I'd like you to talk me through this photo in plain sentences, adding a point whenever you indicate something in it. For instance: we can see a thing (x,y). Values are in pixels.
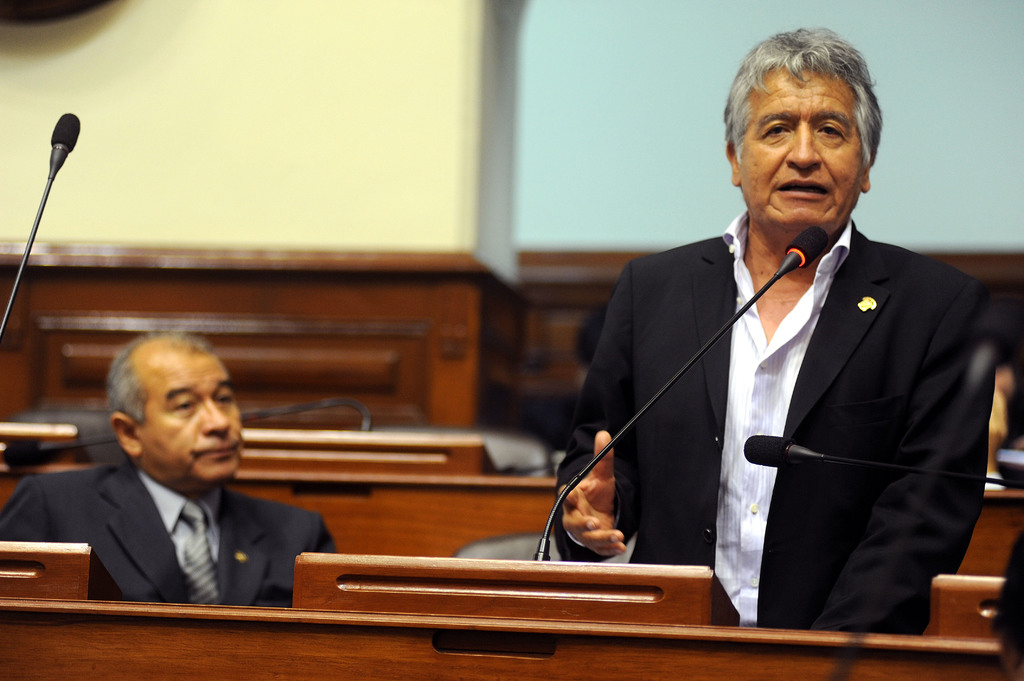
In the picture I can see a person (883,356) wearing black jacket (861,418) is standing and speaking in front of a mic (797,243) in the right corner (771,332) and there is another person (264,533) sitting beside him and there are few chairs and a table (393,431) in the background (312,452).
